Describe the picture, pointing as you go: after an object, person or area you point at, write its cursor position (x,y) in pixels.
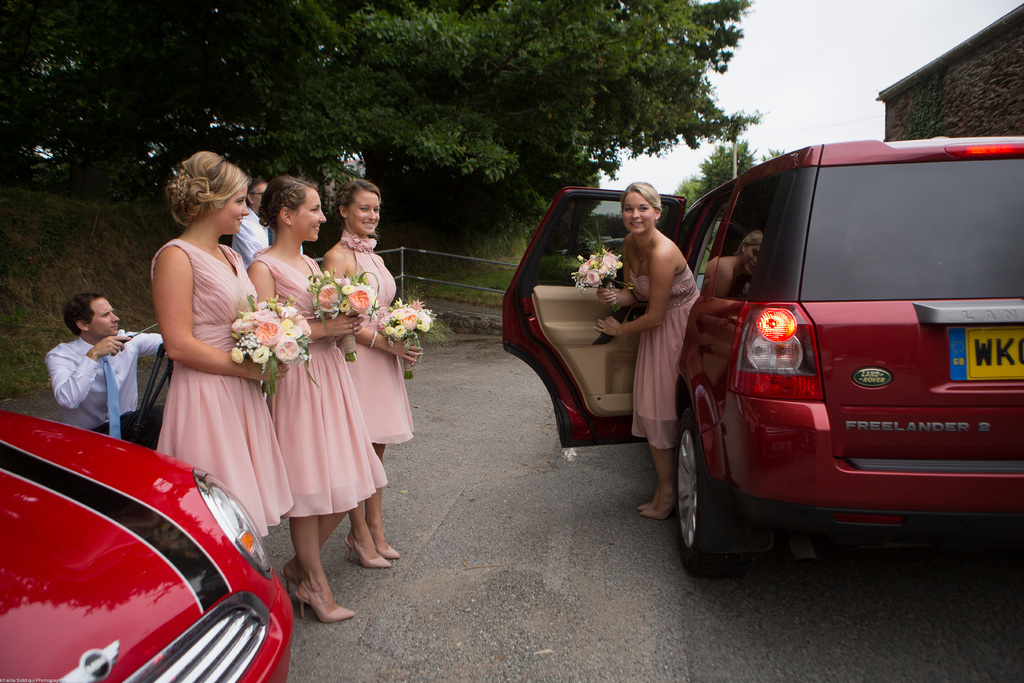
In this picture we can see a group of people (318,341) standing and a person (105,383) is in squat position and the women (236,306) are holding the flower bouquets (375,309). On the left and right side of the people (344,411) there are vehicles (692,393) on the road (399,556). Behind the people (393,282) there are trees (468,53) and the sky (776,42). On the right side of the vehicle (888,191), it looks like a wall (963,103).
